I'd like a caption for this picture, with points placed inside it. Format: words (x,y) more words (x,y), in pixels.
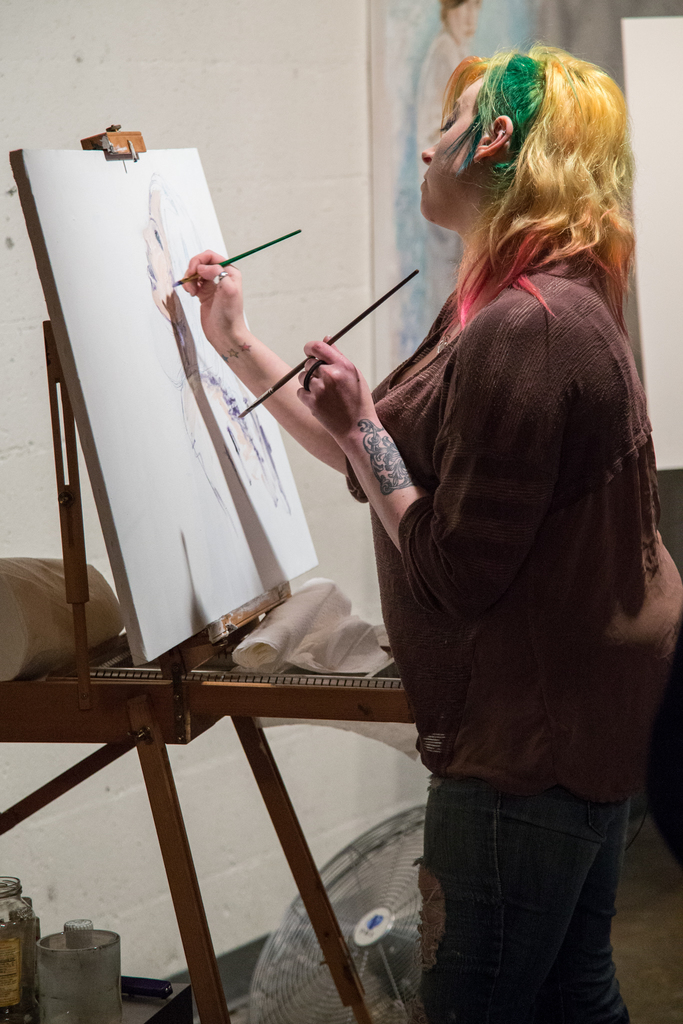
In this picture we can see a woman (540,383) painting. Towards left (155,366) we can see an easel (298,677), board (135,369), bottles (89,939) and a fan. In the background (238,31) there are boards (680,125) and wall (251,301).
